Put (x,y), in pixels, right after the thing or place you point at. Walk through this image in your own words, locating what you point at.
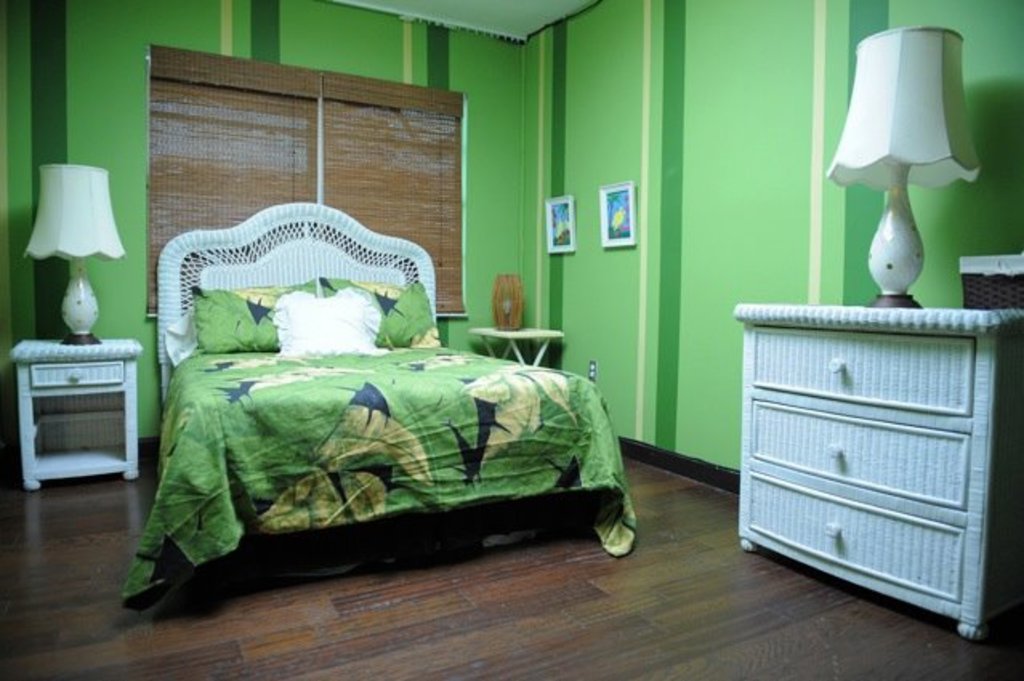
In this image we can see a bed (322,367) with pillows (304,340). Near to the bed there are tables (118,348). On the table (97,381) there is a lamp (78,255). On another table (514,335) there is some object (508,294). In the back (340,170) there are curtains (314,157). On the wall (578,213) there are photo frames (610,223). On the right side (881,321) there is a table (886,344) with drawers (867,347). On the table (886,503) there is a lamp (908,193).
